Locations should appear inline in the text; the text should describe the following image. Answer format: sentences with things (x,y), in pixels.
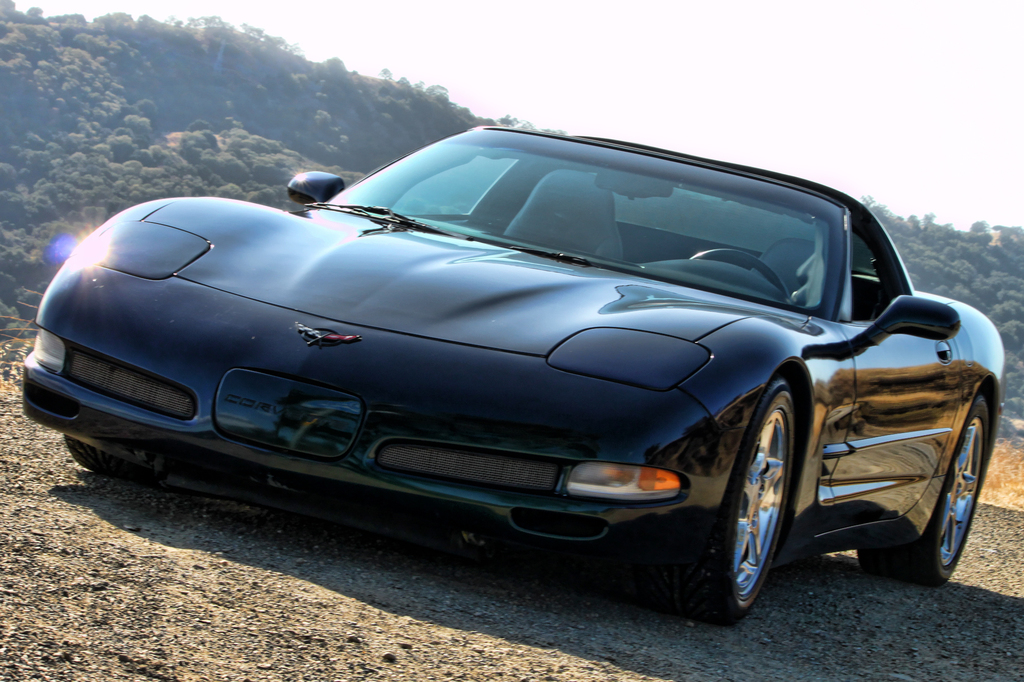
In this image we can see a car (564,341). In the background (581,109) there are hills (242,92), trees (276,61) and sky (727,37).
